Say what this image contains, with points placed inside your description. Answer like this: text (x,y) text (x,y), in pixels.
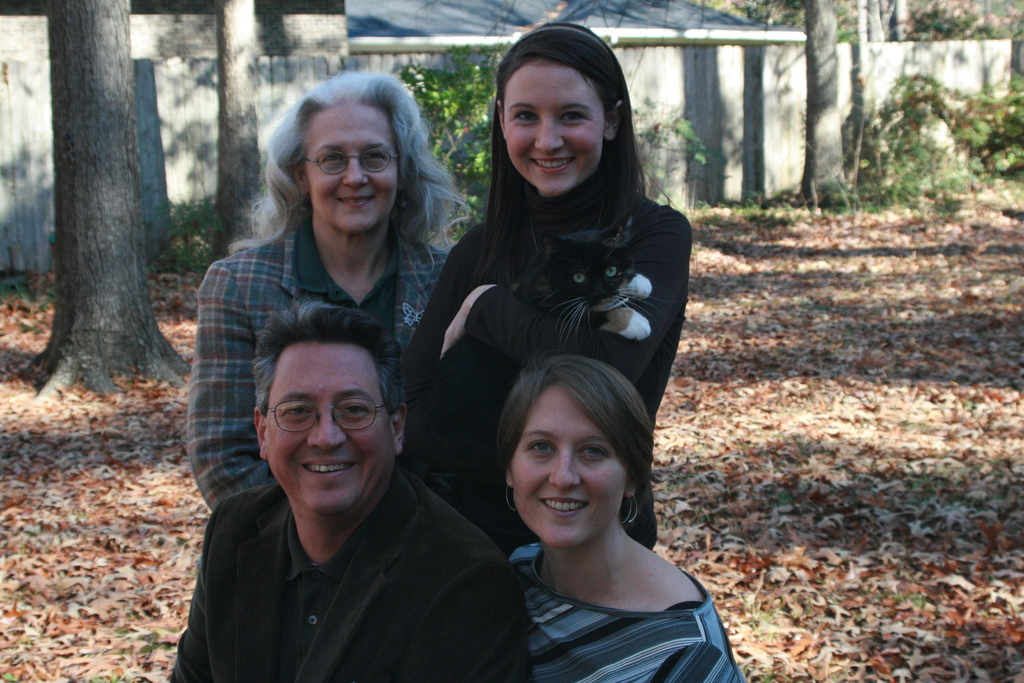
In the front of the image (574,585) I can see four people (324,586). Among them one person (511,140) is holding a cat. In the background of the image (743,323) there are trees (124,218), plants (192,205), walls (797,47) and dried leaves (832,402).
